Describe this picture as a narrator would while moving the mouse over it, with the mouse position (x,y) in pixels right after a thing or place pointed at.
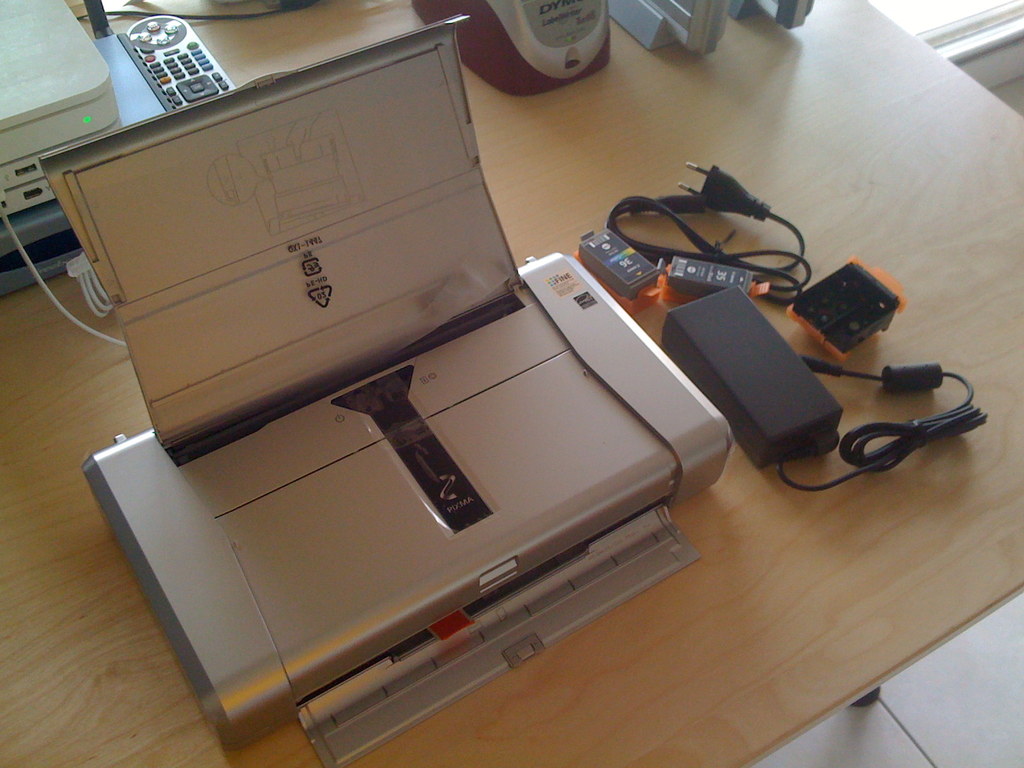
In this picture there is a printer (255,395) in the center of the image (662,415) and there are wires (882,462) on the right side of the image (842,459) and there is a remote (173,92) and other electronics (50,10) at the top side of the image (186,93), which are placed on a table (632,181).
